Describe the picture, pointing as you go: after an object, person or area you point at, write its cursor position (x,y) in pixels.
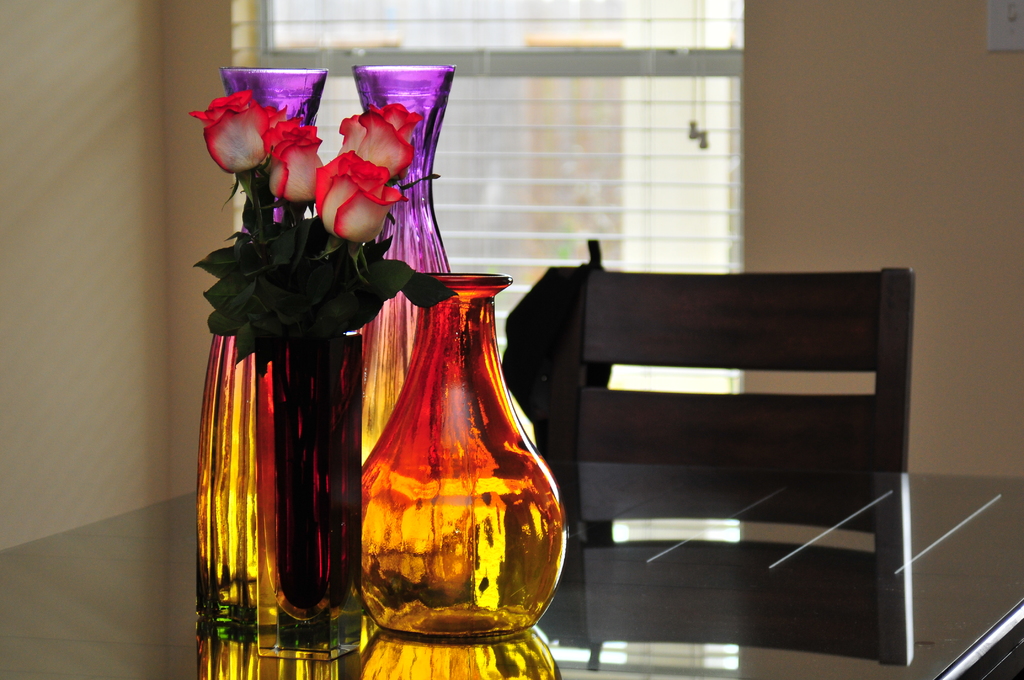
There is a table (566,602). On the table (553,609) there are vases (377,413). On one vase (336,408) there are flowers (359,271). Near to the table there is a chair (726,414). In the back (904,175) there's a wall (856,162) and window (652,99) with curtain (592,123).
